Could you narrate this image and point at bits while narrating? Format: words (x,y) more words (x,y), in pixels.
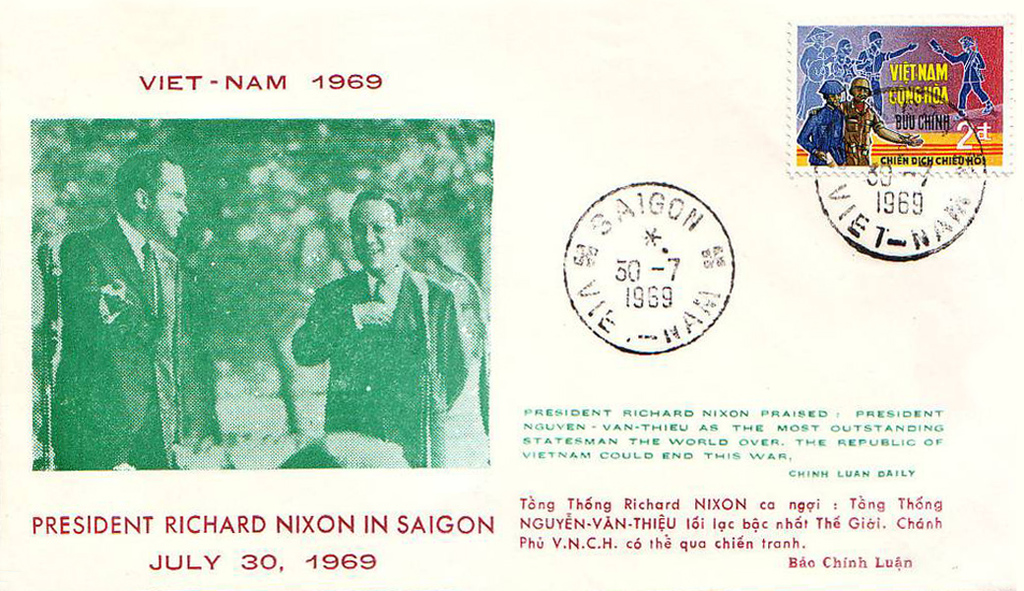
In this picture I can see two persons (337,313) and stamps (828,139). I can also see something written on this image.
